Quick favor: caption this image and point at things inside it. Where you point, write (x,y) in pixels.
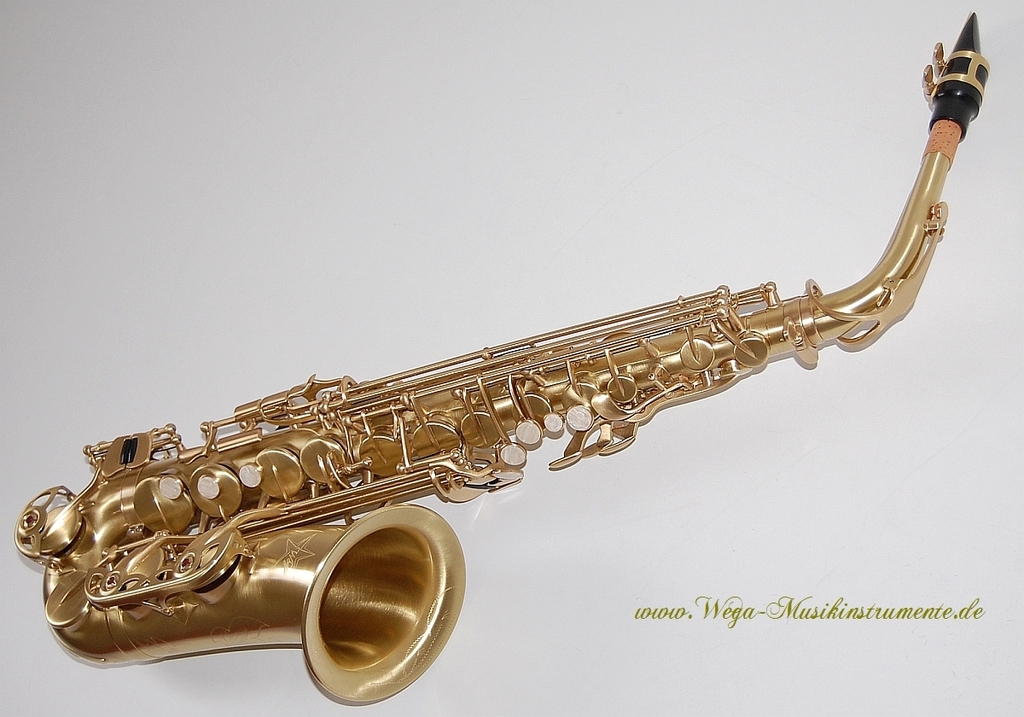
In this image there is a saxophone (682,296) and there is some text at the bottom of the image (760,612).
